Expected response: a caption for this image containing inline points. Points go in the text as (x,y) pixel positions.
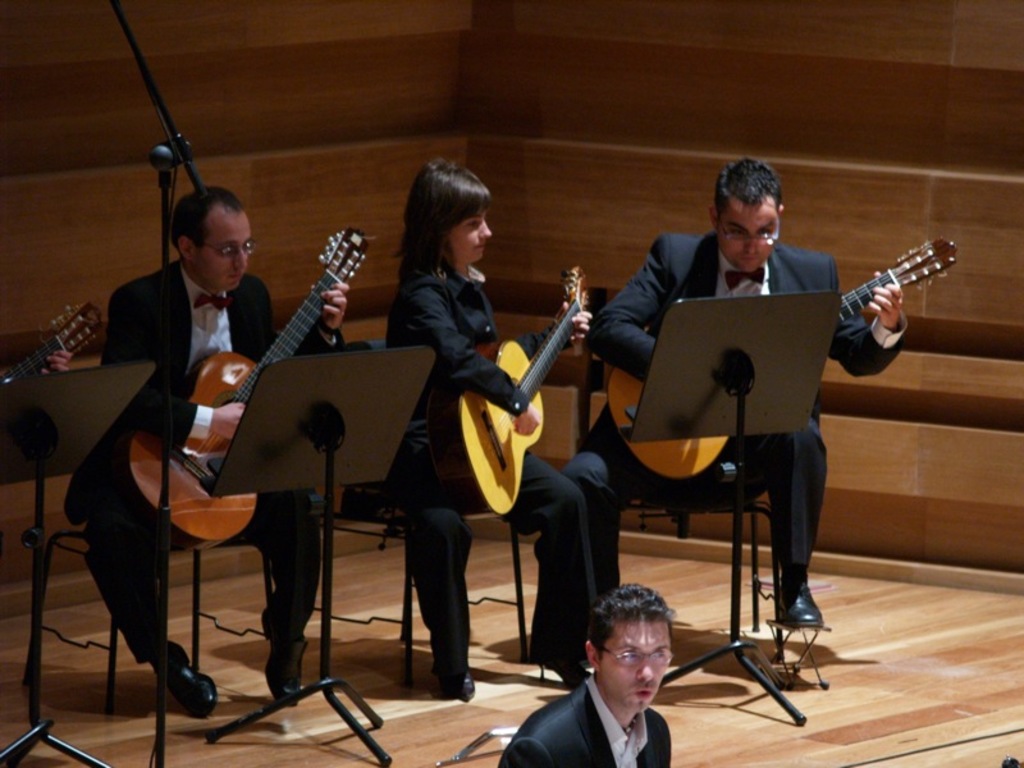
This picture shows three people (144,646) performing and playing a guitar (640,443).
